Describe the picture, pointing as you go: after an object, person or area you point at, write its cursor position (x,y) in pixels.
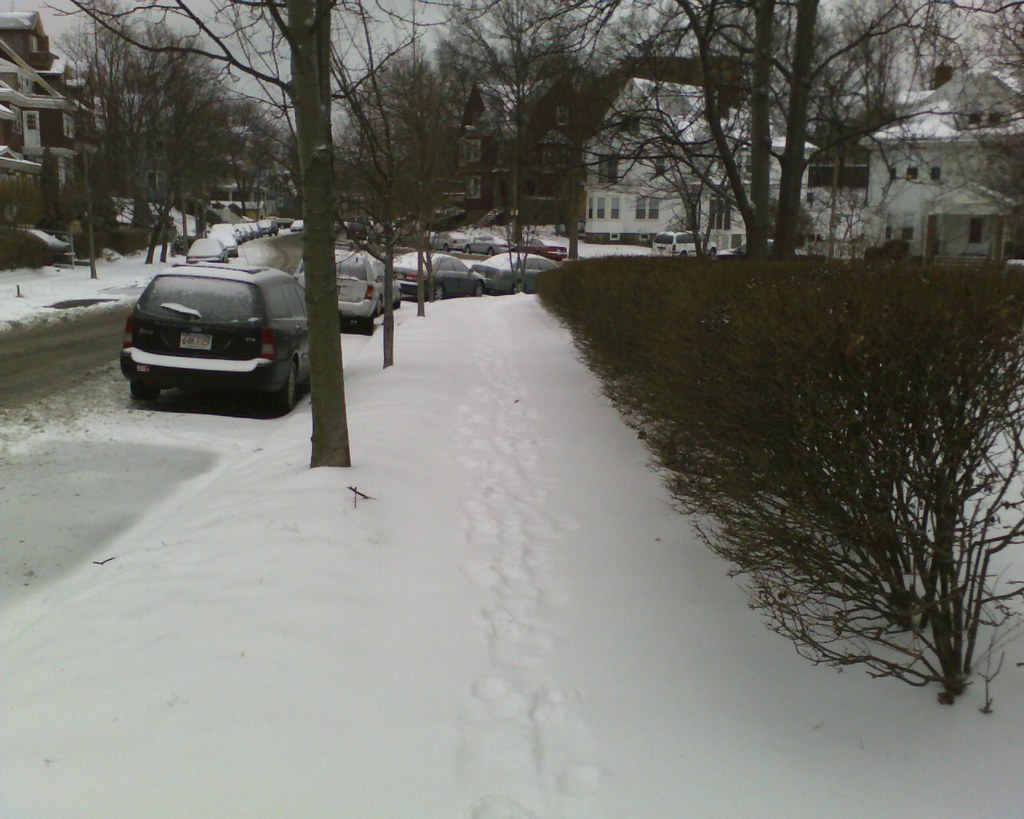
In this image, we can see vehicles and in the background (377,126), there are trees (370,149), buildings (625,241) and there are bushes (796,319). At the bottom (285,617), there is snow (356,641).
